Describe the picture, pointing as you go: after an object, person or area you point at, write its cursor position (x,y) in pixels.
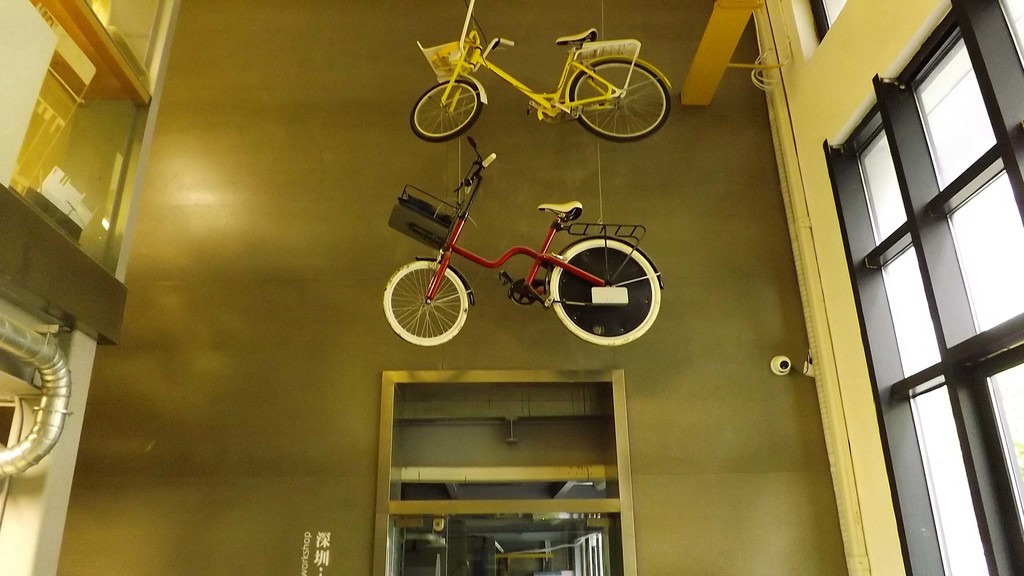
The picture is clicked inside a building (171,391). On the top (479,49) two bicycles (439,250) are hanged. In the right (992,546) there is a glass window (953,370). This is an entrance (533,515). In the left (41,357) there is metal tube (38,406).
